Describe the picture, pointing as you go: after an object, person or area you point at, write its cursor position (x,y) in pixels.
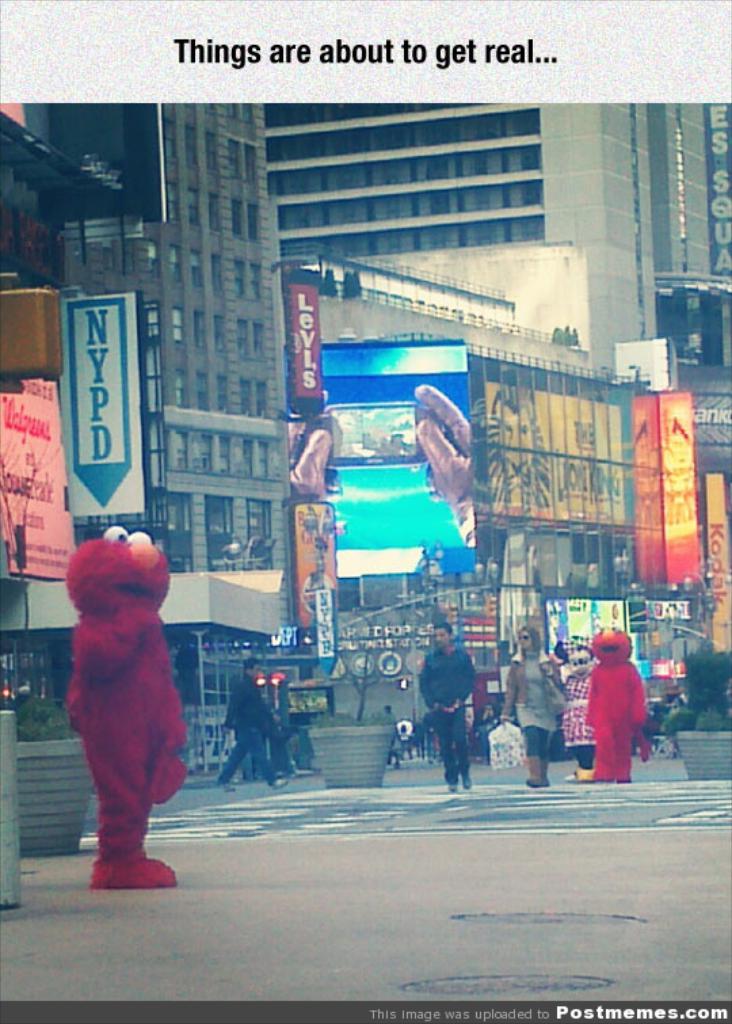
In this image we can see a road (173,850). There are people (439,746) walking. There are flower pots (367,740). There are people (124,839) wearing fancy costumes (144,636). In the background of the image (247,534) there are buildings (244,350), advertisement boards (325,398). There is text (500,55) at the top (477,42) and bottom of the image (502,1017).
